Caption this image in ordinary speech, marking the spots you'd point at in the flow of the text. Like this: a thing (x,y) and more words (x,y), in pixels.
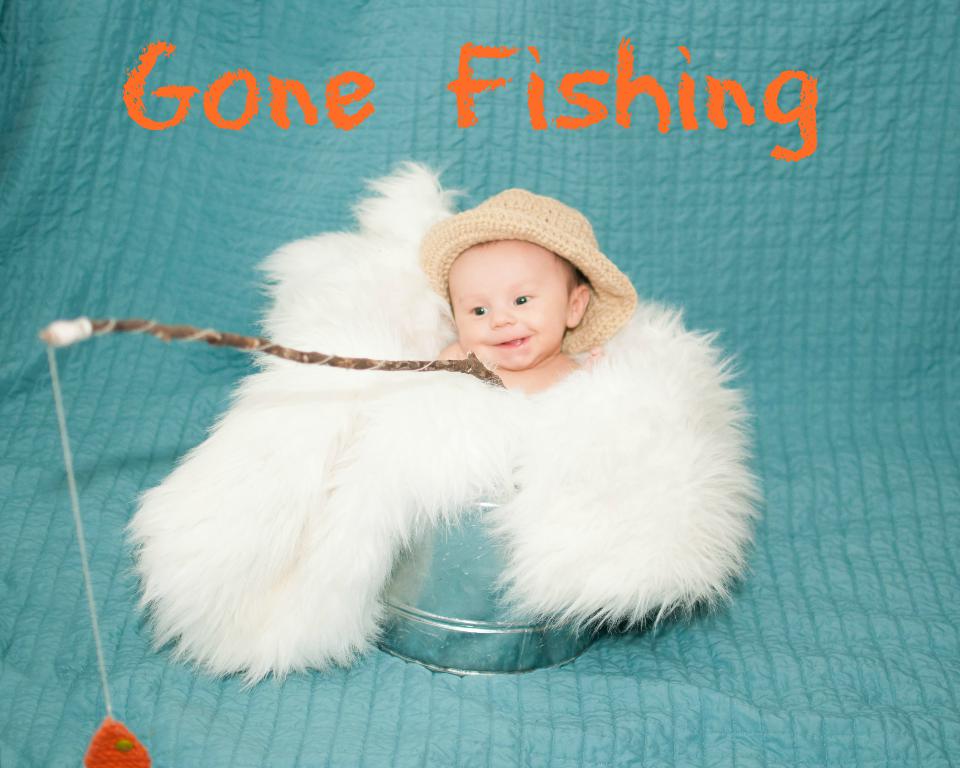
In this picture I can observe a baby (459,268) in the middle of the picture (514,383). In front of the baby (510,323) there is a fishing stick (102,331). The baby (490,359) is smiling. In the top of the picture (343,110) I can observe an orange color text (776,113).
